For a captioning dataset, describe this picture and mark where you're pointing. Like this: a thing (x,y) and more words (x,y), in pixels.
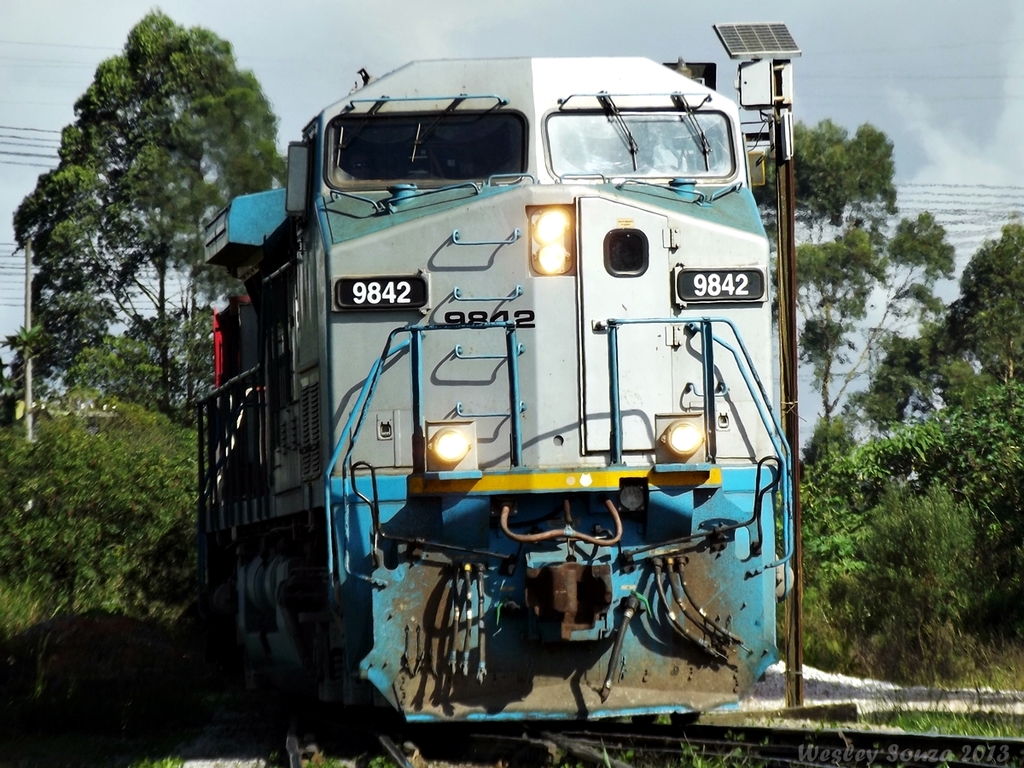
In this image, I can see a locomotive (573,632) on the railway track (677,741). Beside the locomotive (742,338), there is a solar panel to a pole (800,536). On the left (173,549) and right side of the image (902,468), I can see the trees (107,195) and plants (142,534). In the background (37,154), I can see the wires (37,154) and there is the sky (636,35).
